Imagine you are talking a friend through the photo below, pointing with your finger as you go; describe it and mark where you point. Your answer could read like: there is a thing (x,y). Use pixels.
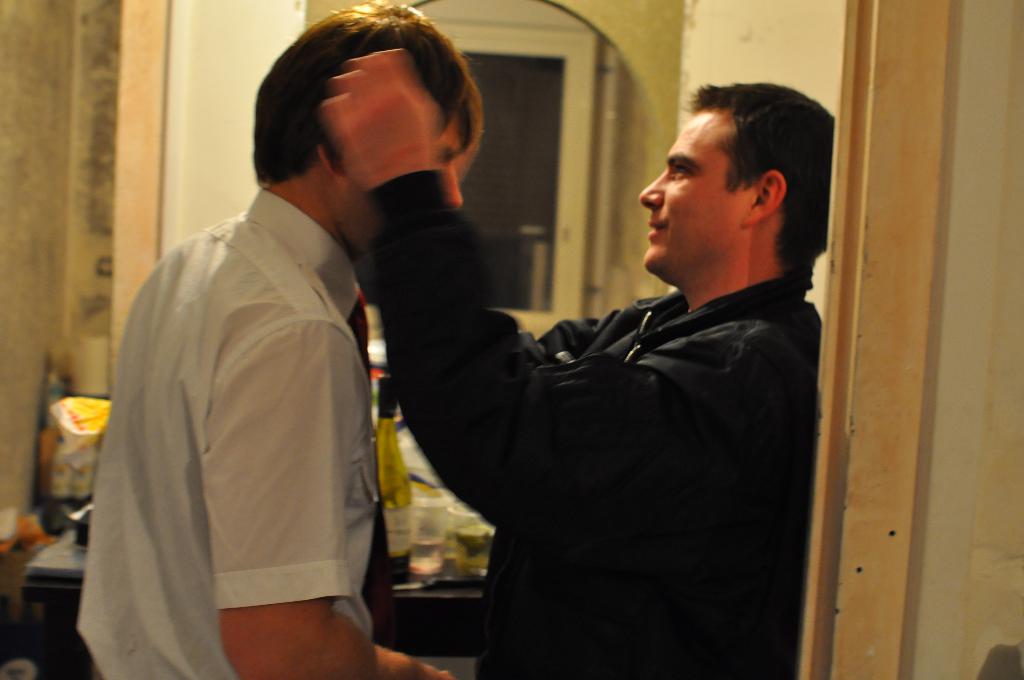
In this image I can see on the right side (771,393) there is a man (706,450), he is wearing the black color coat (628,448). On the left side (251,436) there is another man (238,438), he is wearing the white color shirt (224,446). In the middle (600,294) it looks like a mirror (515,211).
